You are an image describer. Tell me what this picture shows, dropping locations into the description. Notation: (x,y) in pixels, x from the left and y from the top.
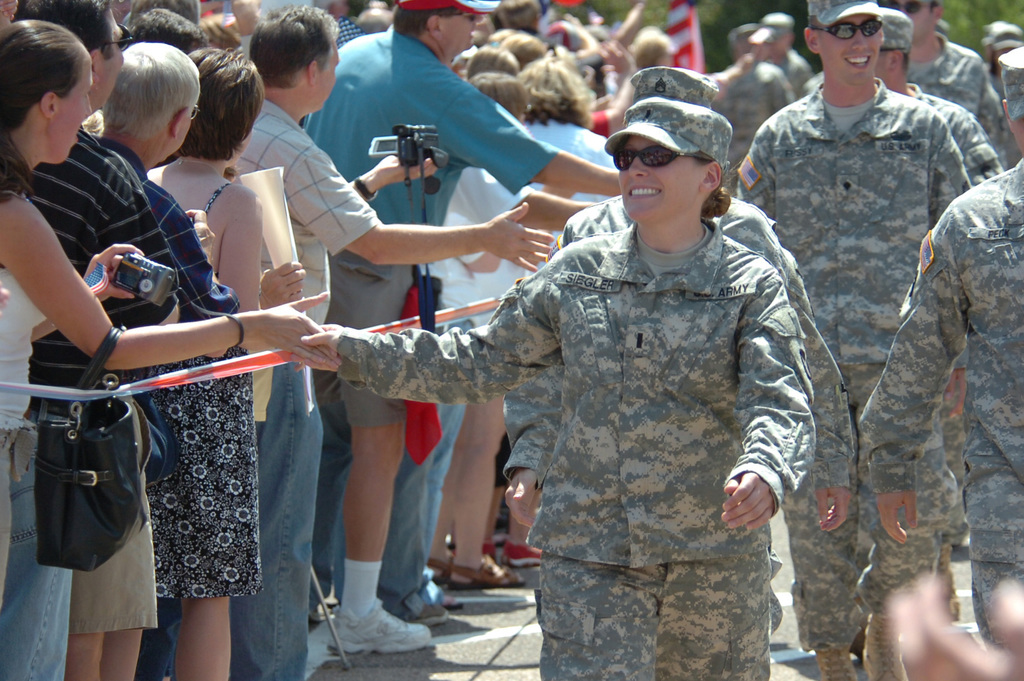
As we can see in the image there are group of people (758,76). The people (758,76) on the right side (910,311) are wearing army dresses (782,329). The person (287,155) over here is holding a camera (378,151).
